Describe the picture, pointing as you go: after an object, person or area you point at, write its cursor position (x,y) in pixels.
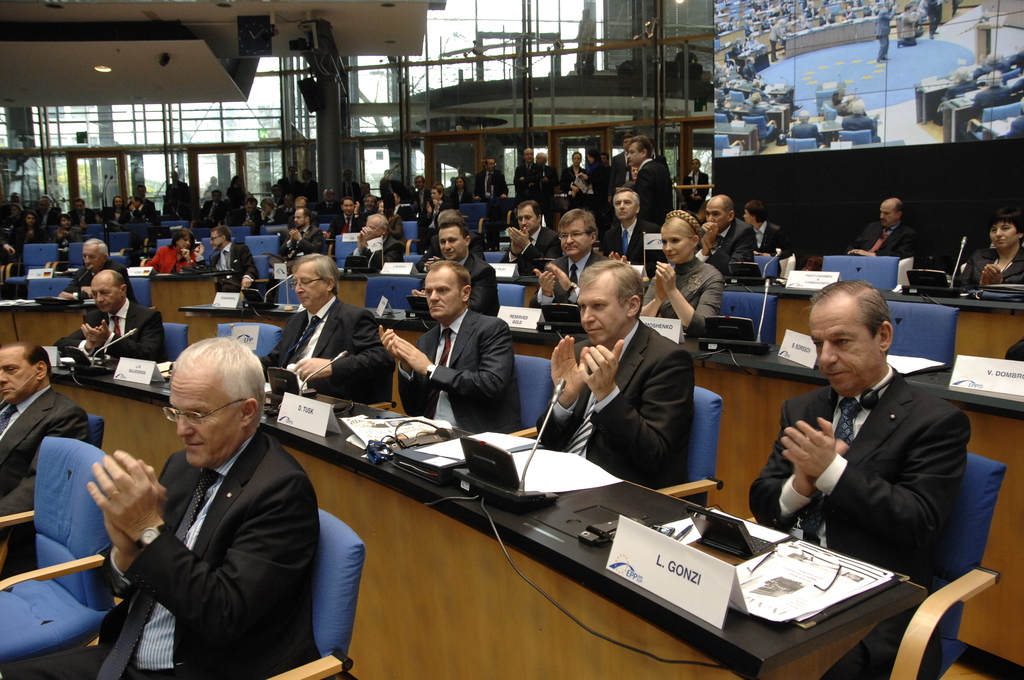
Here people (419,370) are sitting on the chairs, this is building (281,157).
